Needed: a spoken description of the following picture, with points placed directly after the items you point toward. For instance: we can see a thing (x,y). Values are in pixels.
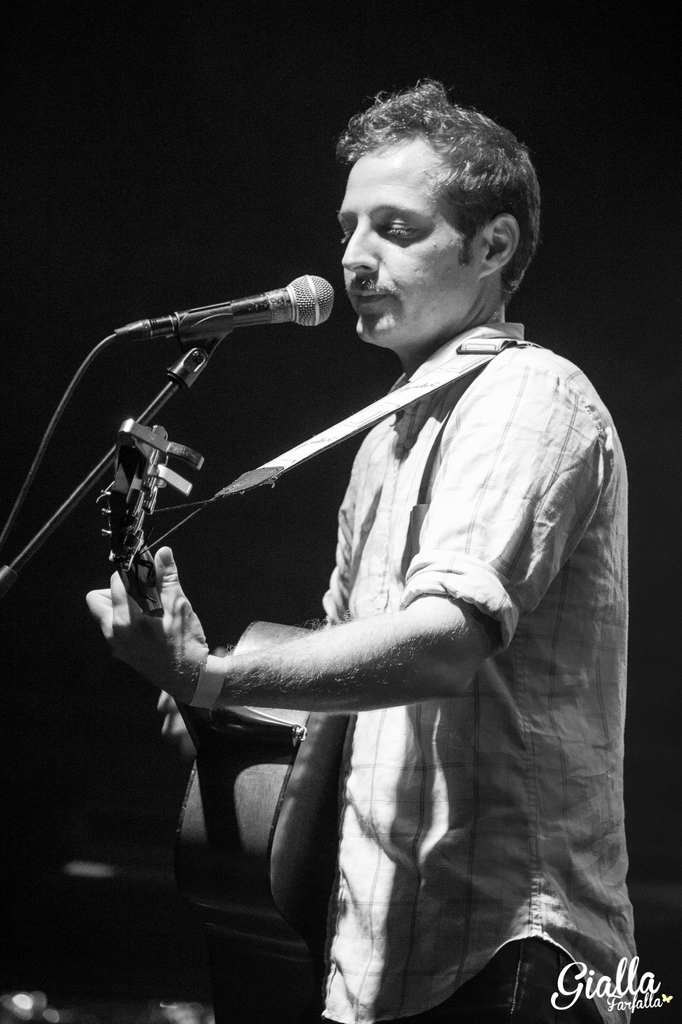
In this picture there is a person (349,875) who is standing at the right side of the image (571,482), by holding the guitar (323,865) in his hands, and the color of the background (587,263) is black in color.
